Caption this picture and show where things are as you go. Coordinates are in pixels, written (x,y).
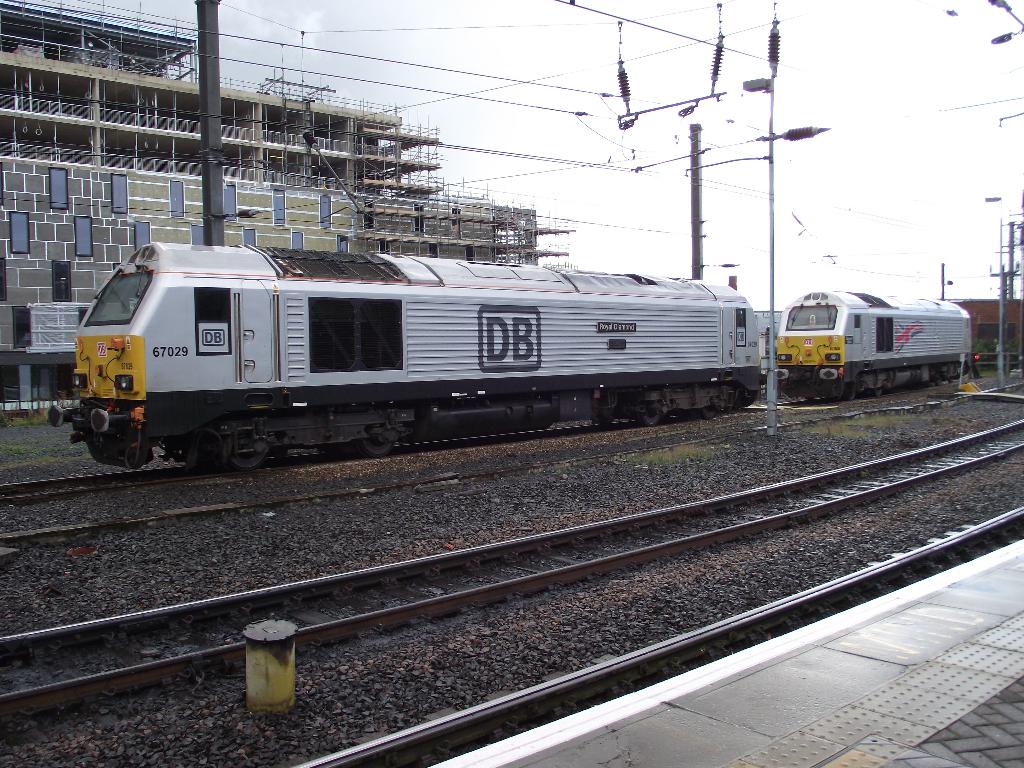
In this image we can see a building (342,191) under construction, electric poles (213,152), electric cables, iron poles (197,49), railway engines (451,286), railway tracks (717,507), stones (455,636), platform (829,631) and sky (733,184).
